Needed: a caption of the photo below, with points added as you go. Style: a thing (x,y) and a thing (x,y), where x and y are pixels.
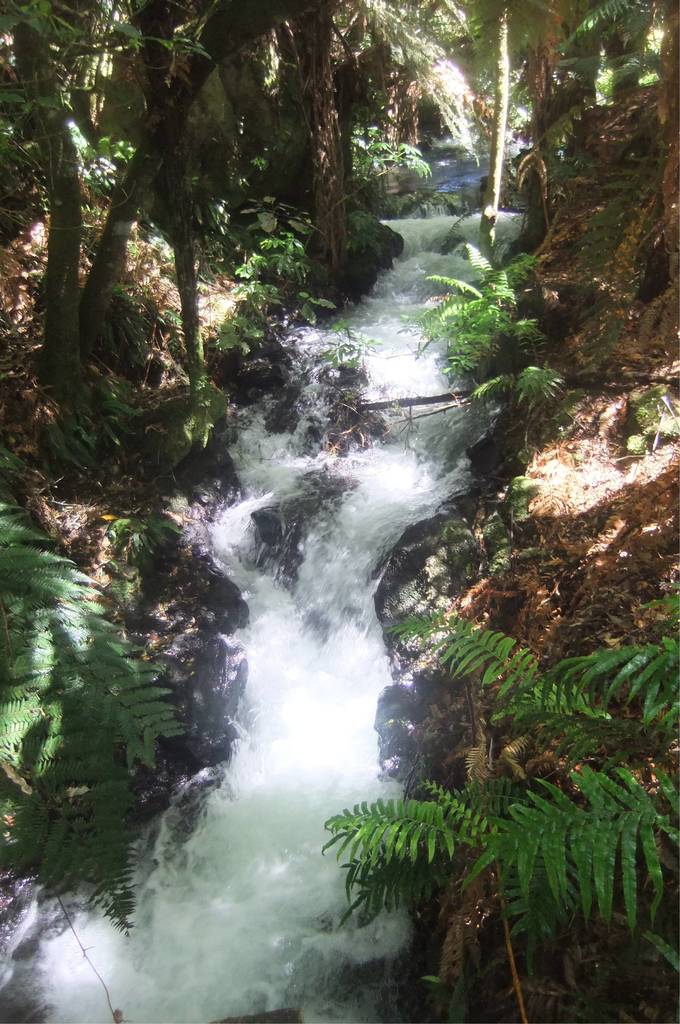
In the middle (294,521) we can see water (330,635) is flowing on the ground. To the either side of the water (395,385) we can see trees (85,153) on the ground (153,503).
